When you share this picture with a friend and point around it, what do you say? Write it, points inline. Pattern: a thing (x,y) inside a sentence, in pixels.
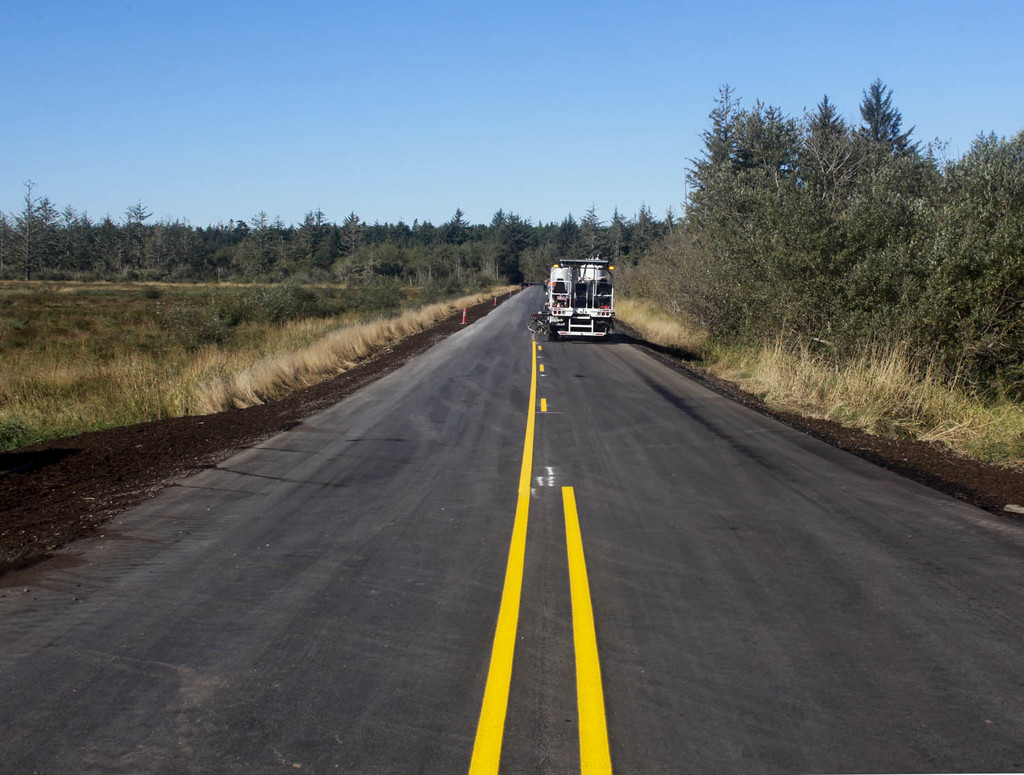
At the bottom (542,597), we see the road (515,683). In the middle (584,296), we see a vehicle (557,282) in white color is moving on the road (542,289). On either side of the road (597,556), we see the soil (29,492), grass (310,372) and the trees (764,333). There are trees (437,260) in the background (406,235). At the top (467,149), we see the sky (506,152), which is blue in color.
